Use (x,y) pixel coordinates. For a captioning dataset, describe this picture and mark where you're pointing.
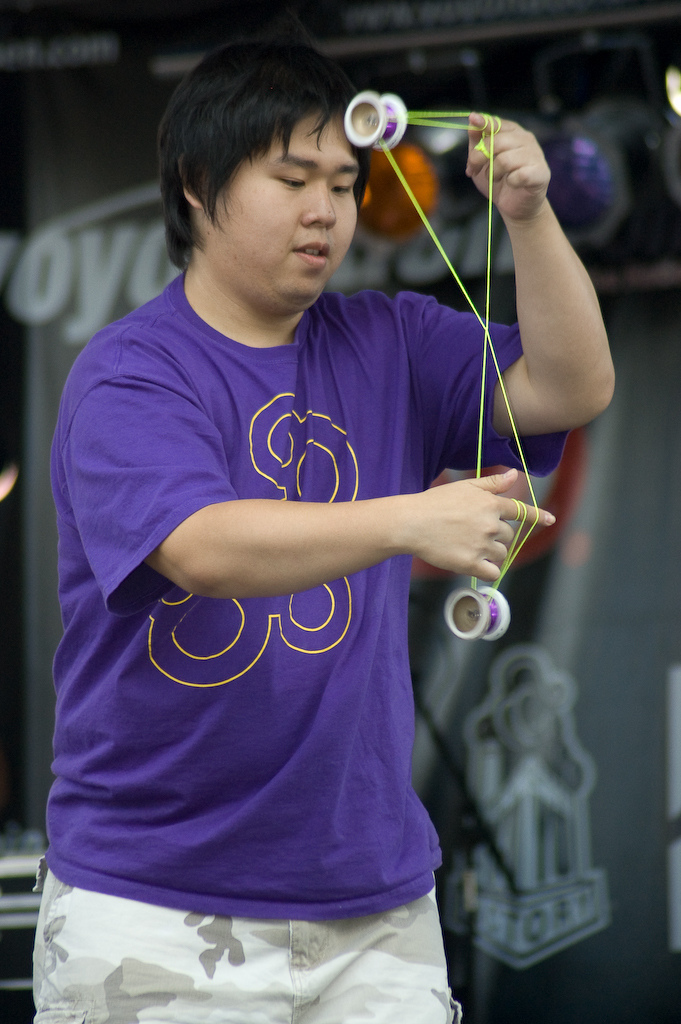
In this image I can see a person (376,295) wearing a purple color t-shirt (370,391) and holding a thread (421,209) and in the background (621,479) I can see the banner (616,379).
